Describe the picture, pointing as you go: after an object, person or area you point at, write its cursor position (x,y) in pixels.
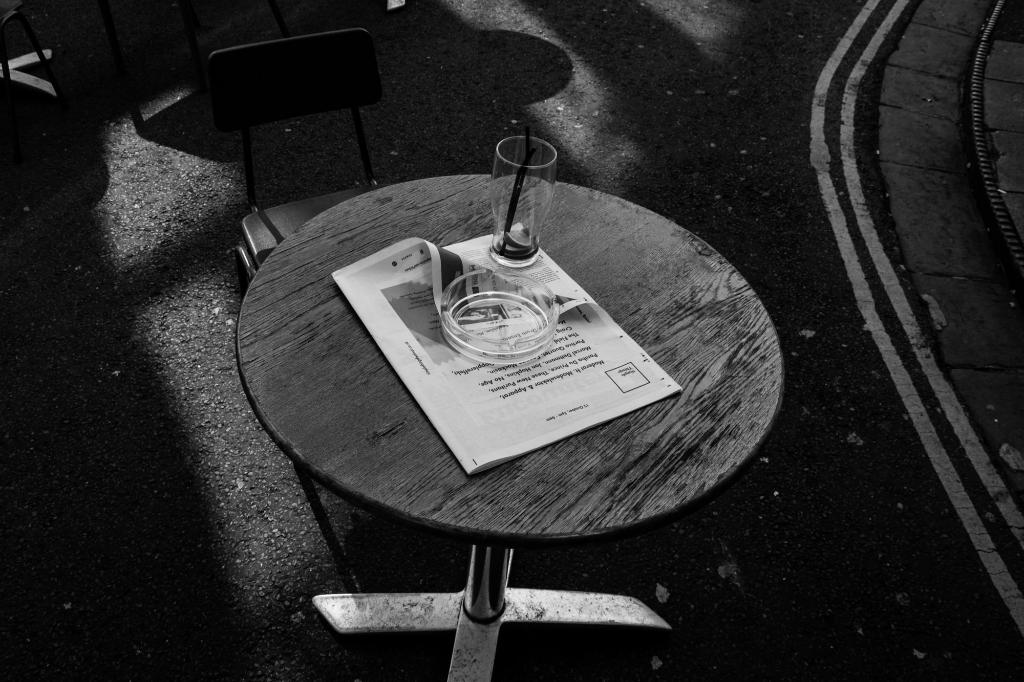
In this image I can see chairs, tables (356,402) on which papers (623,352), bowl (530,301) and glass (552,166) is kept. In the background (836,169) I can see road markings (855,164). This image is taken may be on the road (386,534).
